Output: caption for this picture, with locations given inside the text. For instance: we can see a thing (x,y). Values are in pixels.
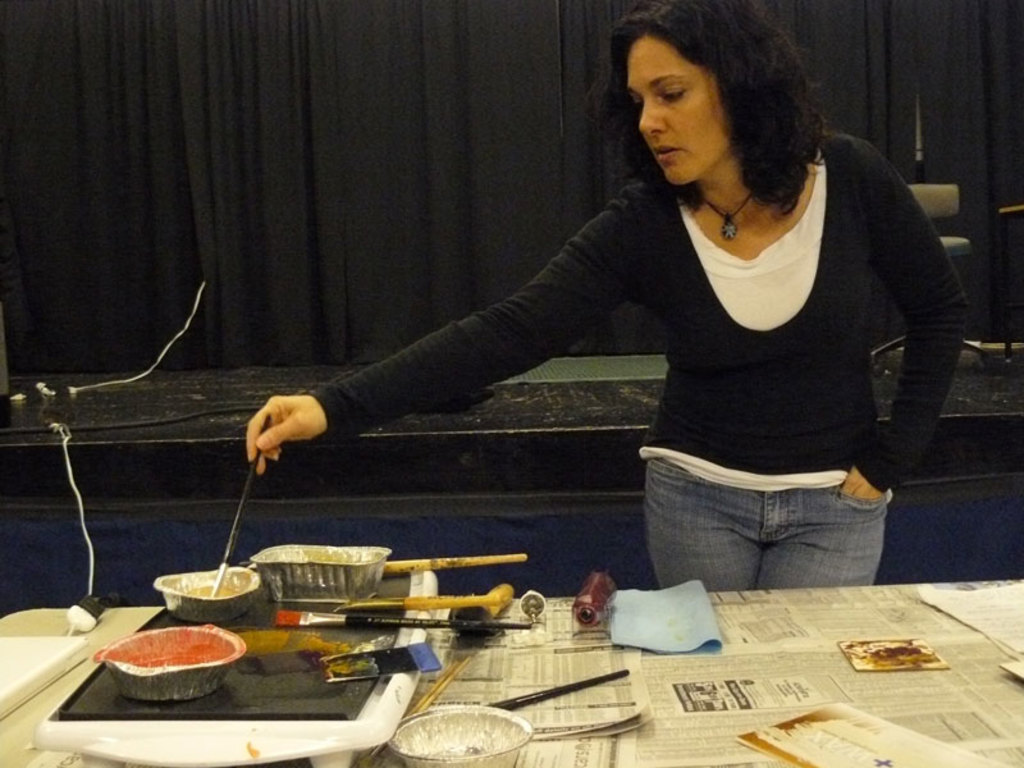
In the right middle (717,499), there is a woman (611,70) standing and painting on hot plate (291,703) which is kept on the table (702,620) on which papers (638,735), bowls (468,751) etc. are there. In the background (360,156) the curtain (391,329) is black in color. It looks as if the image is taken inside the room (329,528).
